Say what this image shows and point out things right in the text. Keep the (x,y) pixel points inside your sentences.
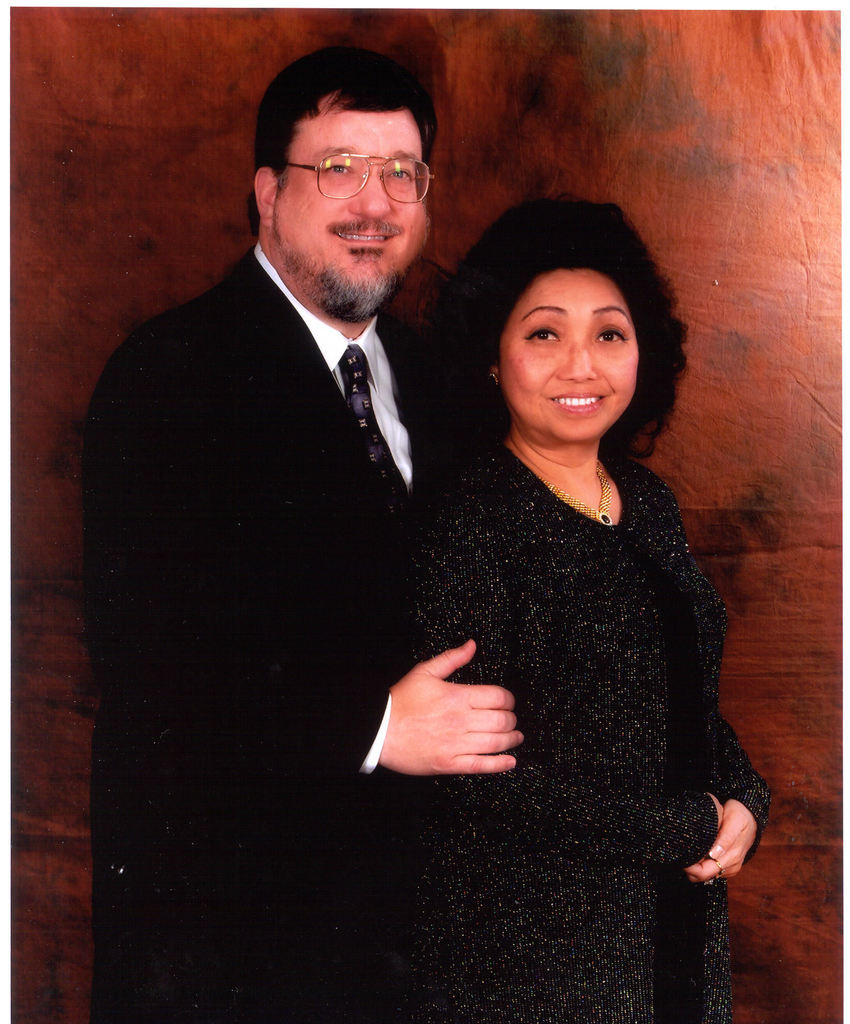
There is a person (299,300) in black color suit (265,558), smiling, standing and holding a woman (610,307) who is in black color dress (575,685), smiling and standing. And the background (630,56) is brown in color.
